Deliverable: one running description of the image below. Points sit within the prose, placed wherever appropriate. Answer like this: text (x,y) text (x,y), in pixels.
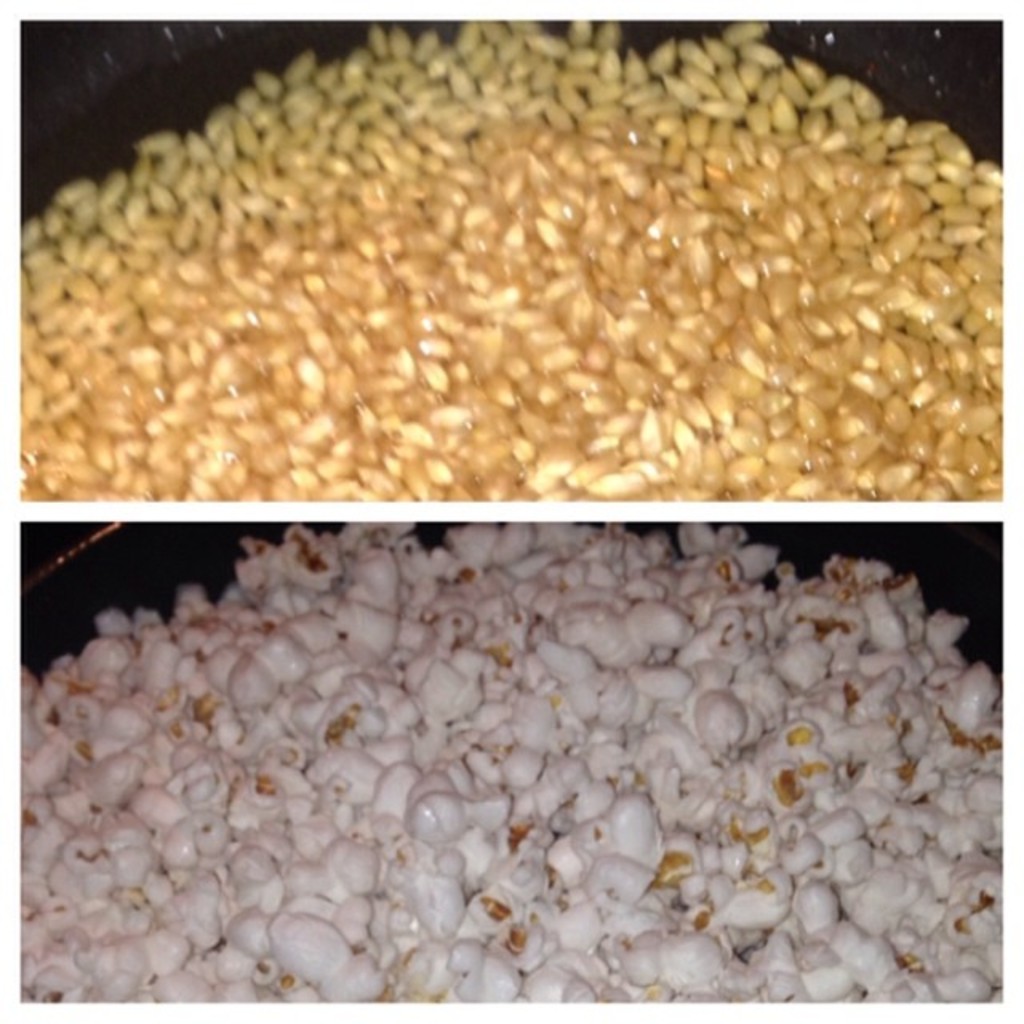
In this image at the bottom (377,851) there is popcorn (406,660), and at the top (854,269) there are some popcorn kernels (415,287).
